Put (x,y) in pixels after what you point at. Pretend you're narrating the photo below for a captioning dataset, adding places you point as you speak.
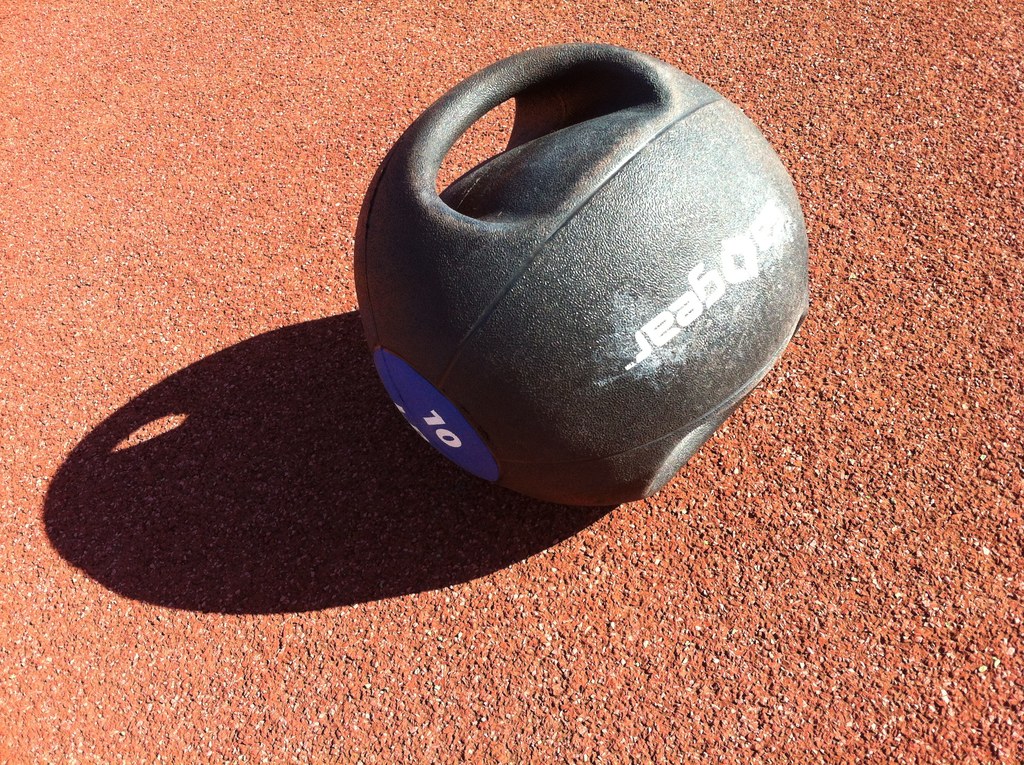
In this image there is a ball (572,334) with some text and numbers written on it which is on the surface (220,213) which is brown in colour.
